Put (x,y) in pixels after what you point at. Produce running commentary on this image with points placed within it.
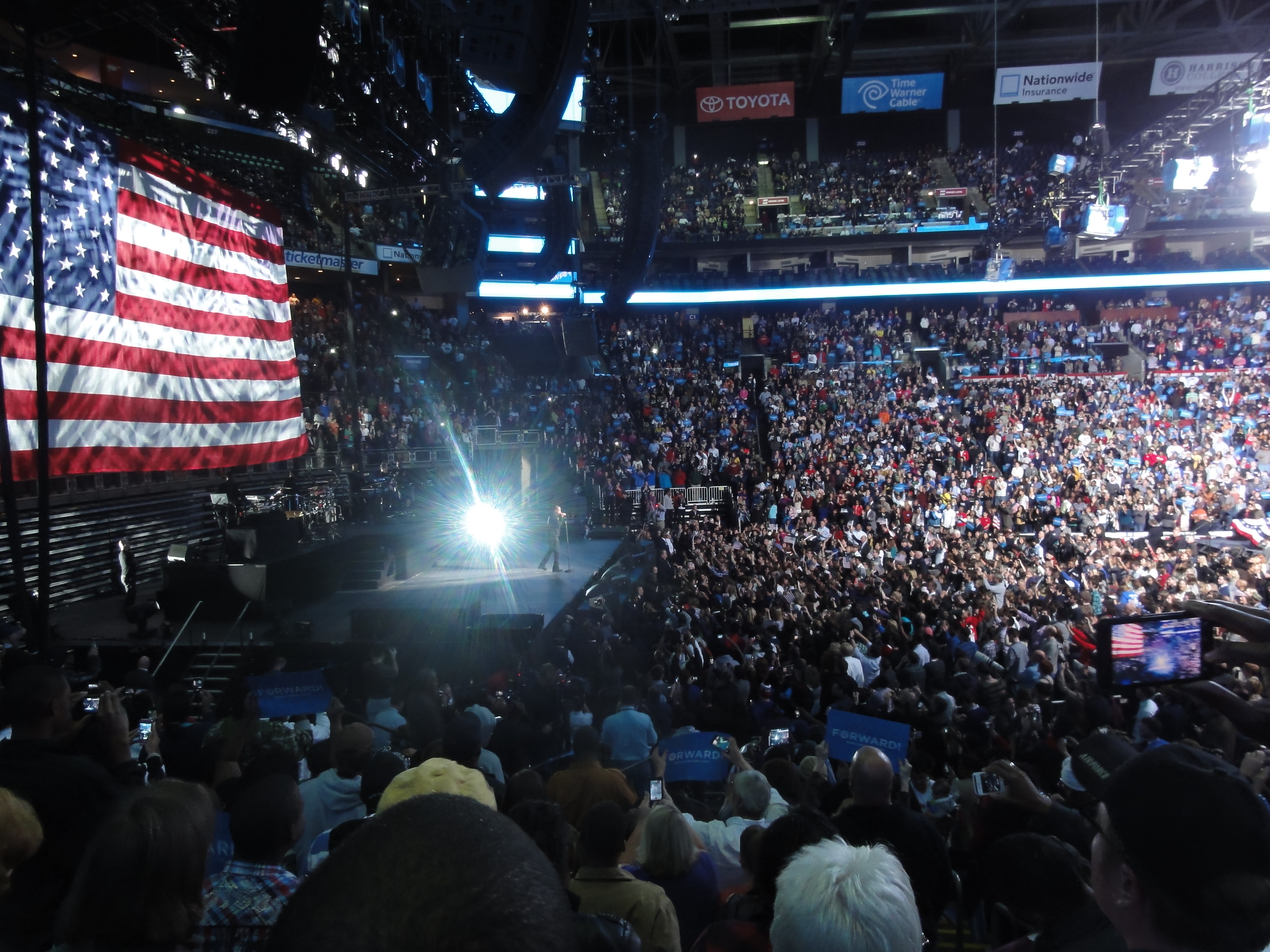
In this image there are group of people (663,658) standing and on the left side (370,572) there is a stage (455,559), on the stage (554,588) there is one person (554,528) and also we could see some of the persons (731,691) holding cameras (1135,642) and mobiles (1192,653). And there are some cameras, staircase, flag (4,247), lights (496,549), boards (1154,87). On the boards (1068,97) there is text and some other objects (440,460).
